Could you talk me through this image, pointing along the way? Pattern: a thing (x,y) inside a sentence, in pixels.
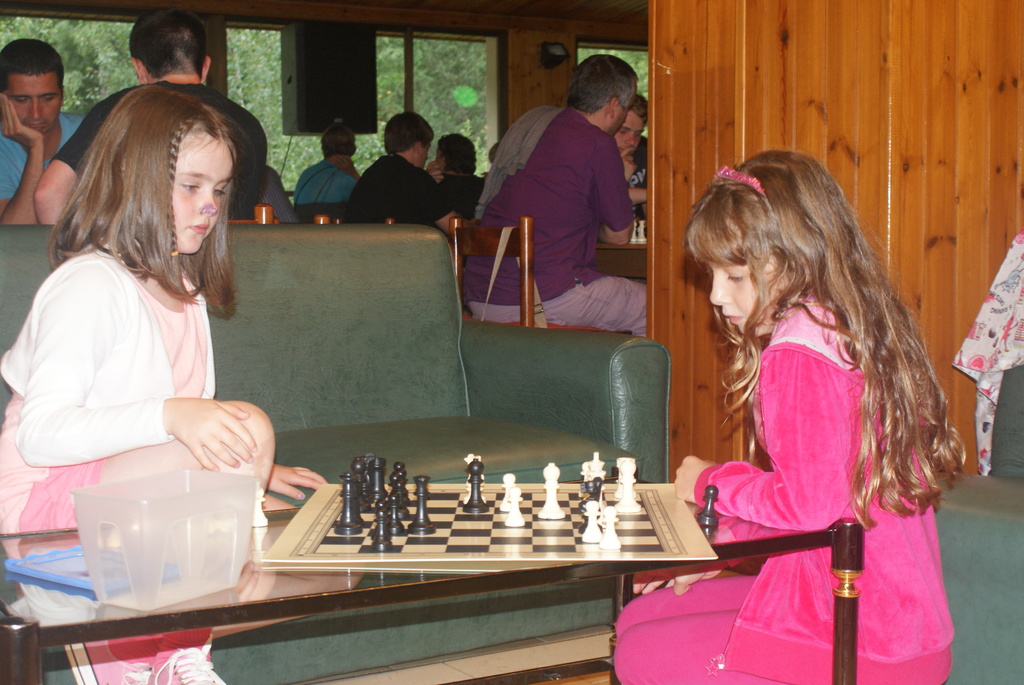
Front these two kids (829,326) are sitting on a couch (437,459). On this table (233,593) there is a container (210,521), chess board (372,546) and coins (376,479). Far these persons (560,191) are sitting on a chairs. From this glass window (466,101) we can able to see trees (243,80). This is a speaker (345,100).
